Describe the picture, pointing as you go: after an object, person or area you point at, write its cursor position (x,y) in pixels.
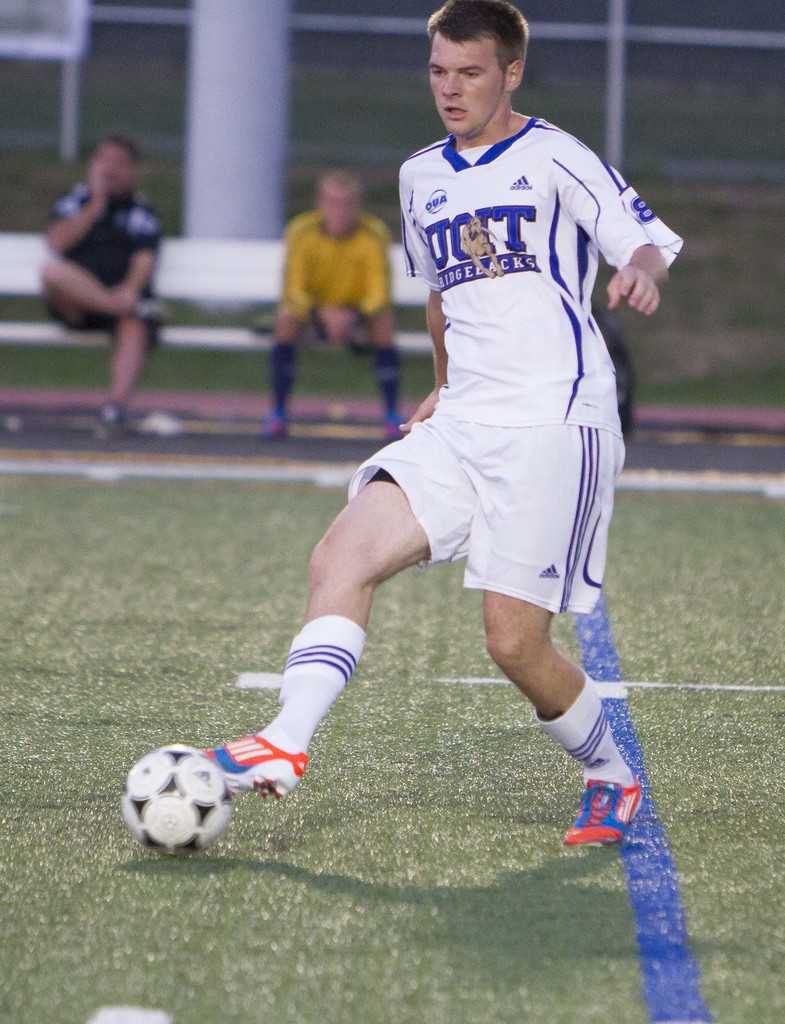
Here we can see a man (578,294) is running on the ground (445,576), and here is the ball (156,834), and at back (346,235) here the people (116,242) are sitting.
